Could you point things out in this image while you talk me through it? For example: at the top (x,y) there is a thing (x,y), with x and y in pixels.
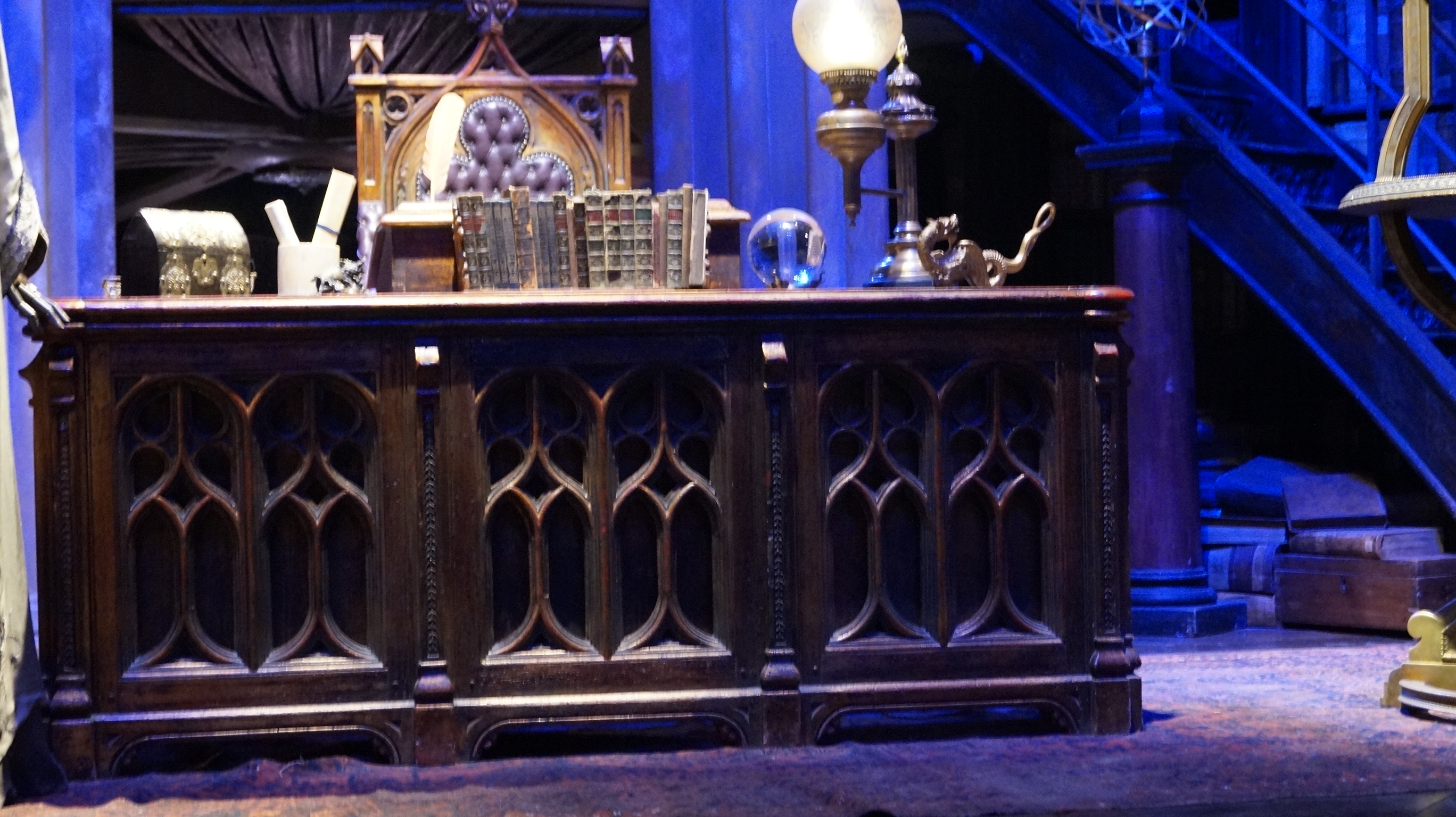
In this picture we can see a table (367,449), on this table (369,508) we can see some objects (350,267), here we can see a light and pillar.
